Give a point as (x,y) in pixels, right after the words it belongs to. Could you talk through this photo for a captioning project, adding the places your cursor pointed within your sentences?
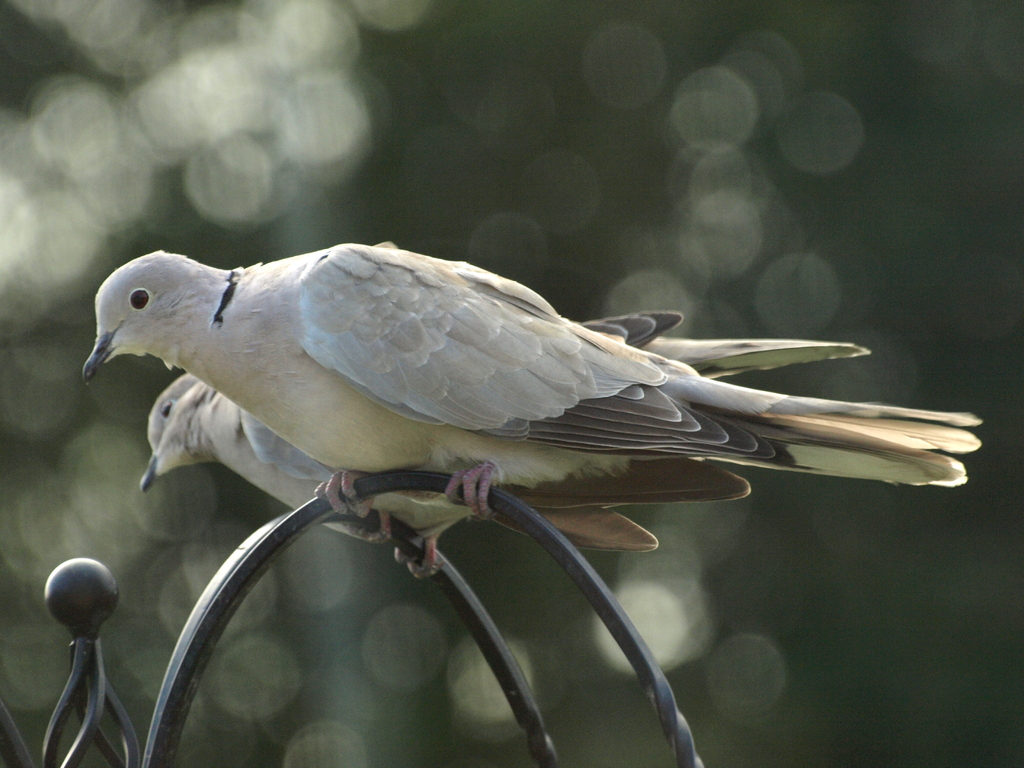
In this picture i can see couple of birds (431,398) on the metal rod (243,585), they are white, black and light brown in color.
